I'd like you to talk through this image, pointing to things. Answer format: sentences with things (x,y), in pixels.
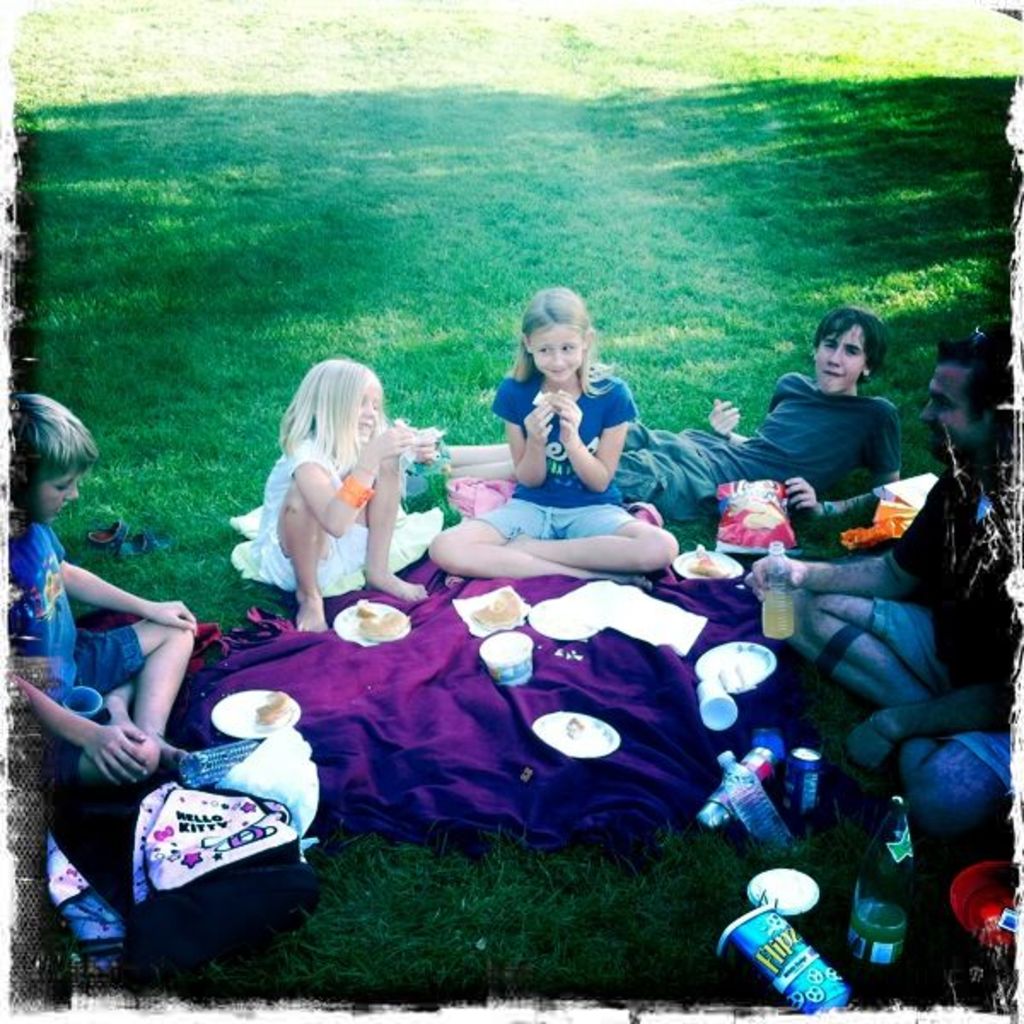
In the image we can see there are kids (536,432) sitting on the ground (232,497) and the ground (497,368) is covered with grass (227,478). The kids (473,456) are eating food items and there is a man (942,650) sitting on the ground (682,857), he is holding water bottle (776,617) in hand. There are paper plates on the cloth (540,694) which is in purple colour. There are chips packets (779,954) and juice bottles (900,906) kept on the ground (358,323).
